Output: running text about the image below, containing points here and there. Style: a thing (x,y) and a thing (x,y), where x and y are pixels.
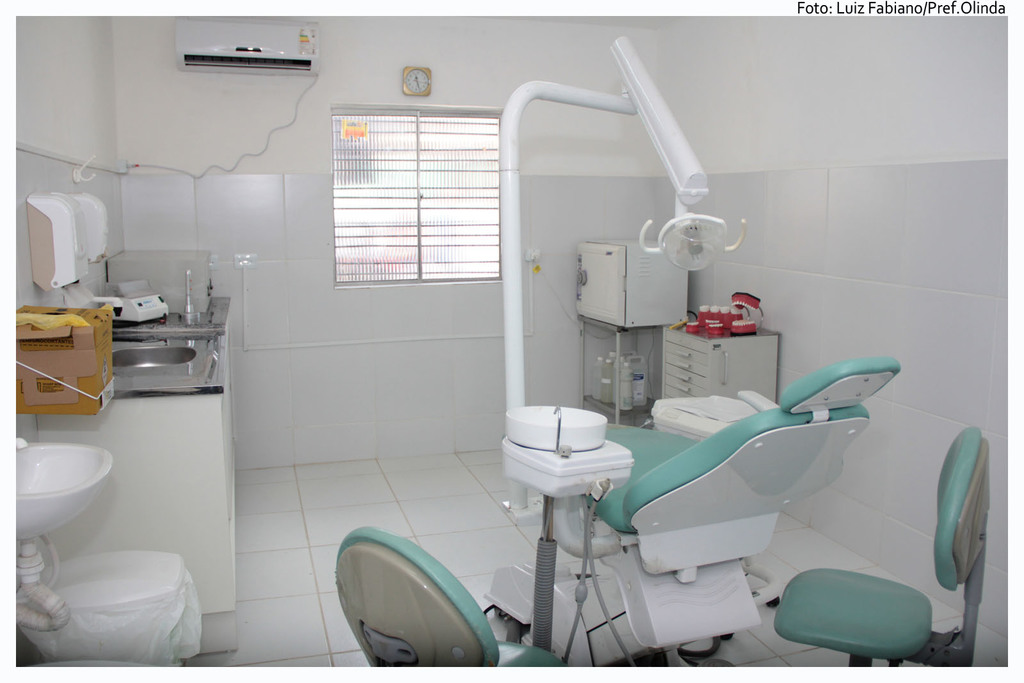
In this image in the front (670,471) there is an equipment (591,491) which is white and green in colour. On the left side (64,506) there is a wash basin (31,510) and there are objects (142,316) on the platform (176,348) which are white in colour and brown in colour. On the right side there are stools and on the cabinet (730,337) there are objects (721,319) which are red in colour. In the background (415,209) there is a window (447,178) and on the wall (380,94) there is a clock (418,82) and there is an AC (255,64).
